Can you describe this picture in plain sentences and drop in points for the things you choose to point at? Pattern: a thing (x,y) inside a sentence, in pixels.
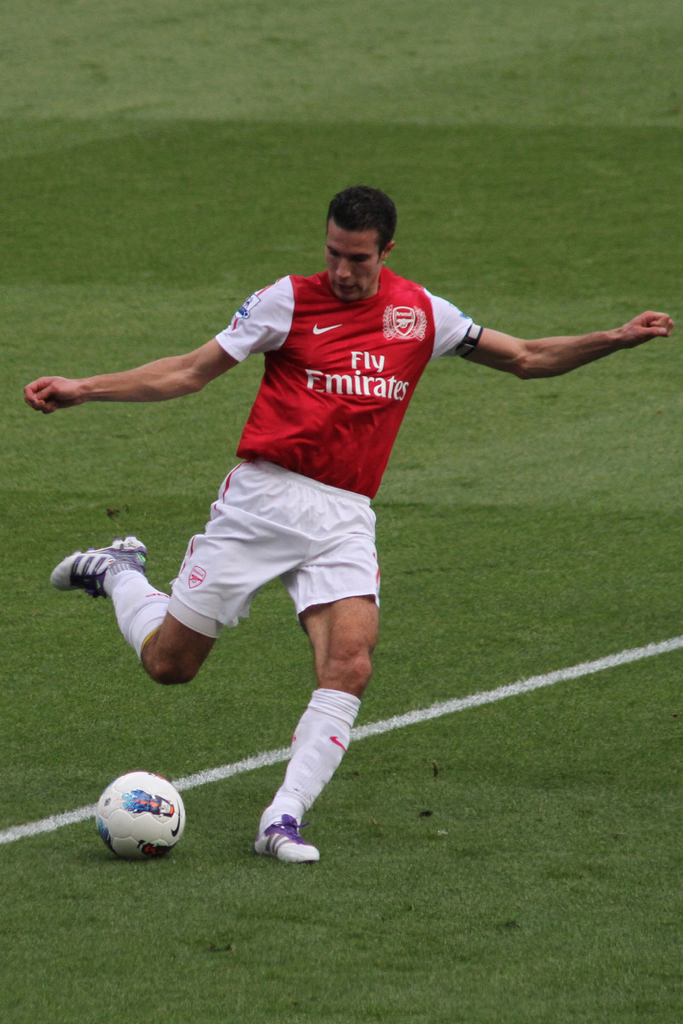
In this image I can see a man (304,522) is standing. The man (316,550) is wearing jersey (316,409), shorts (285,571) and footwear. I can also see a ball (133,831), the grass (90,866) and white line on the ground (278,602).
